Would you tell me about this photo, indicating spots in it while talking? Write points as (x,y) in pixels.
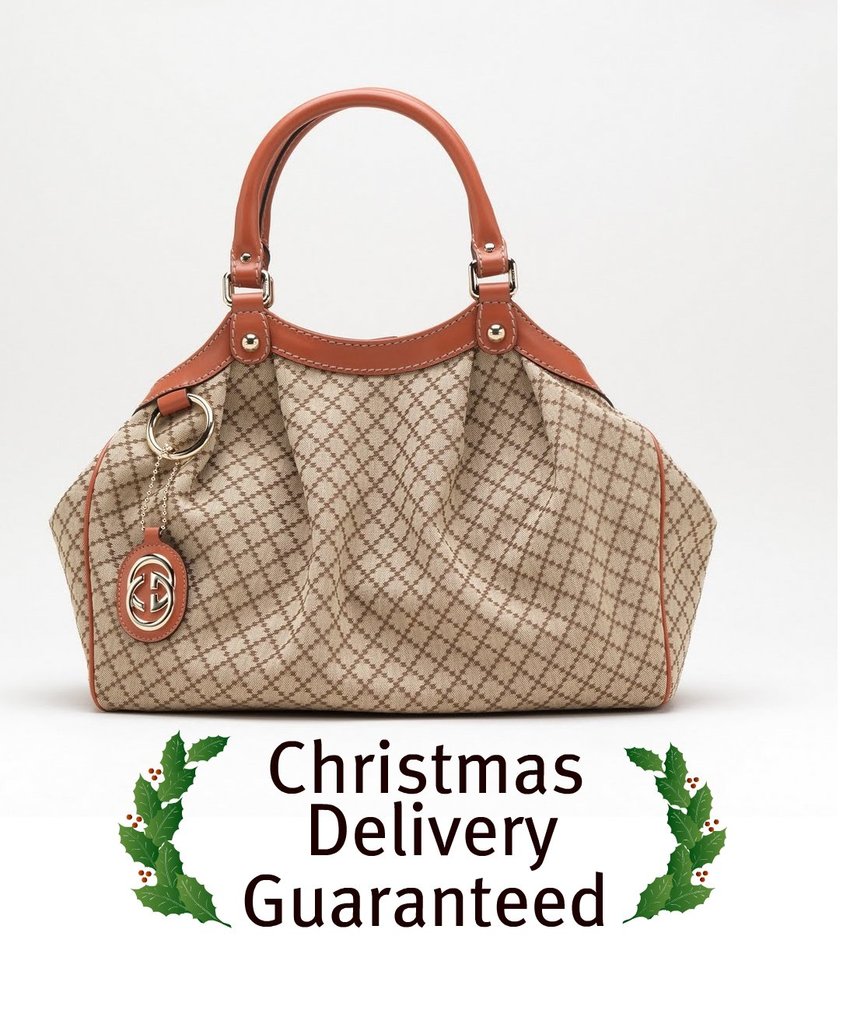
in this image the bag (239,544) is placing on the floor (615,766) and the bag (487,558) color is chocolate and white color in front of the bag (335,656) some text (466,848) is there the text name is Christmas delivery guaranteed and the back ground (199,948) is white.
